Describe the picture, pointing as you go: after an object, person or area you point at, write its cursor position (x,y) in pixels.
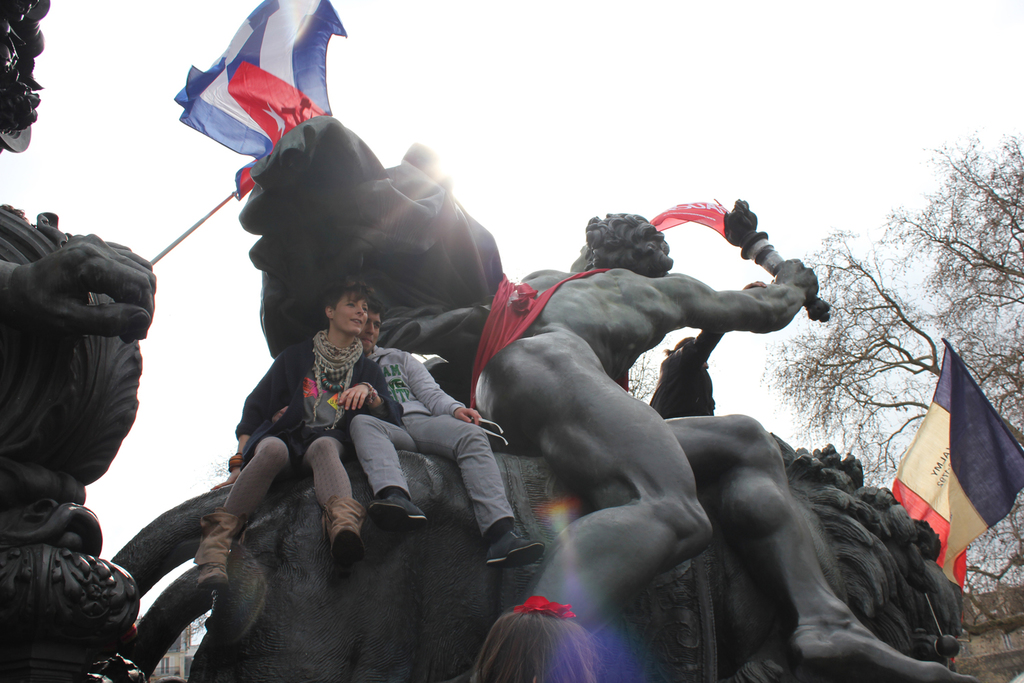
In this picture I can see two person (322,351) are sitting on the sculpture (464,360), side there are some flags (951,405) and some trees (953,228) around.
